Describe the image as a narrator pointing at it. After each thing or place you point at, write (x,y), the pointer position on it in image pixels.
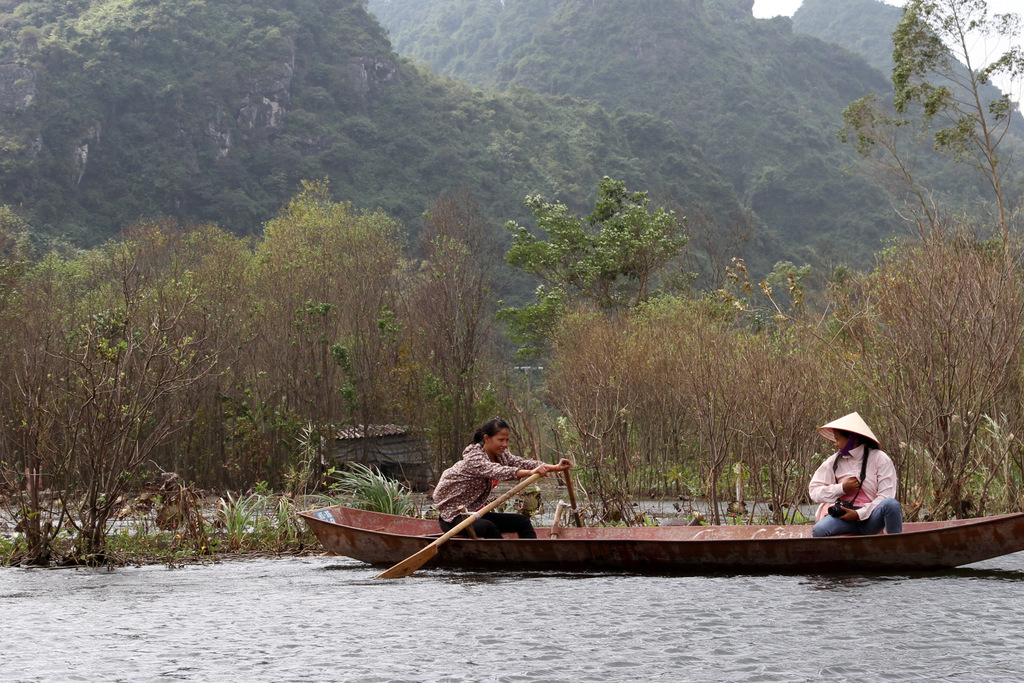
In this image there is a boat (841,539) on a river (199,672), in that boat (613,529) there are two women (485,522) sitting, in the background (409,330) there are trees (540,270) and mountains (457,21).
